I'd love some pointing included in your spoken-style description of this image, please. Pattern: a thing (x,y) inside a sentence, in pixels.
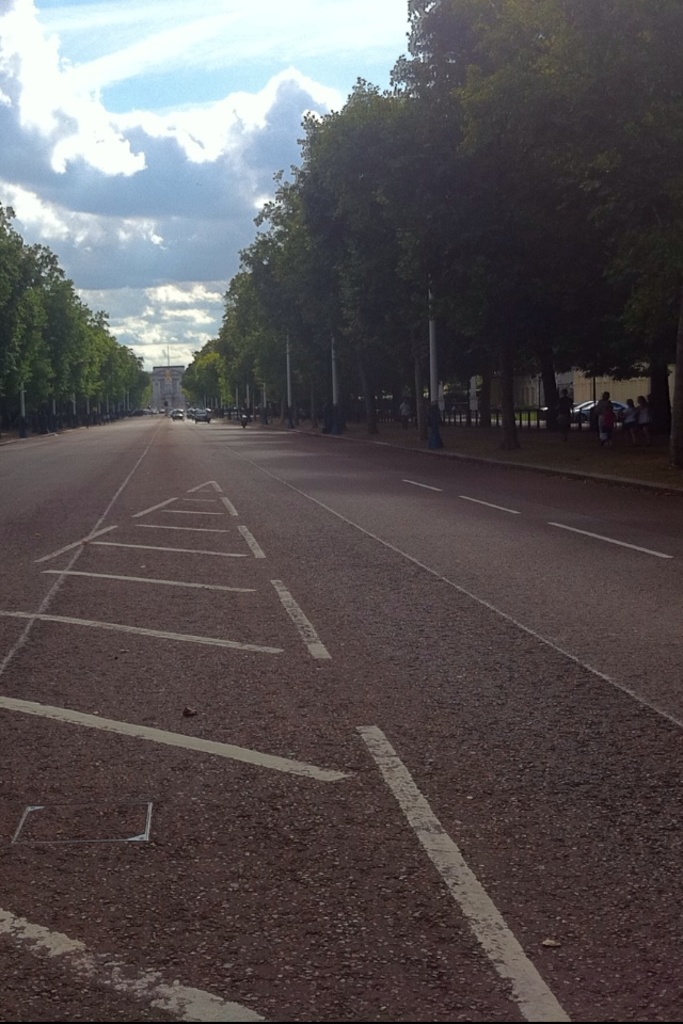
In this image I can see light poles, vehicles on the road (160,428), trees (281,363) and a group of people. In the background (223,127) I can see the sky (260,115). This image is taken may be during a sunny day.
